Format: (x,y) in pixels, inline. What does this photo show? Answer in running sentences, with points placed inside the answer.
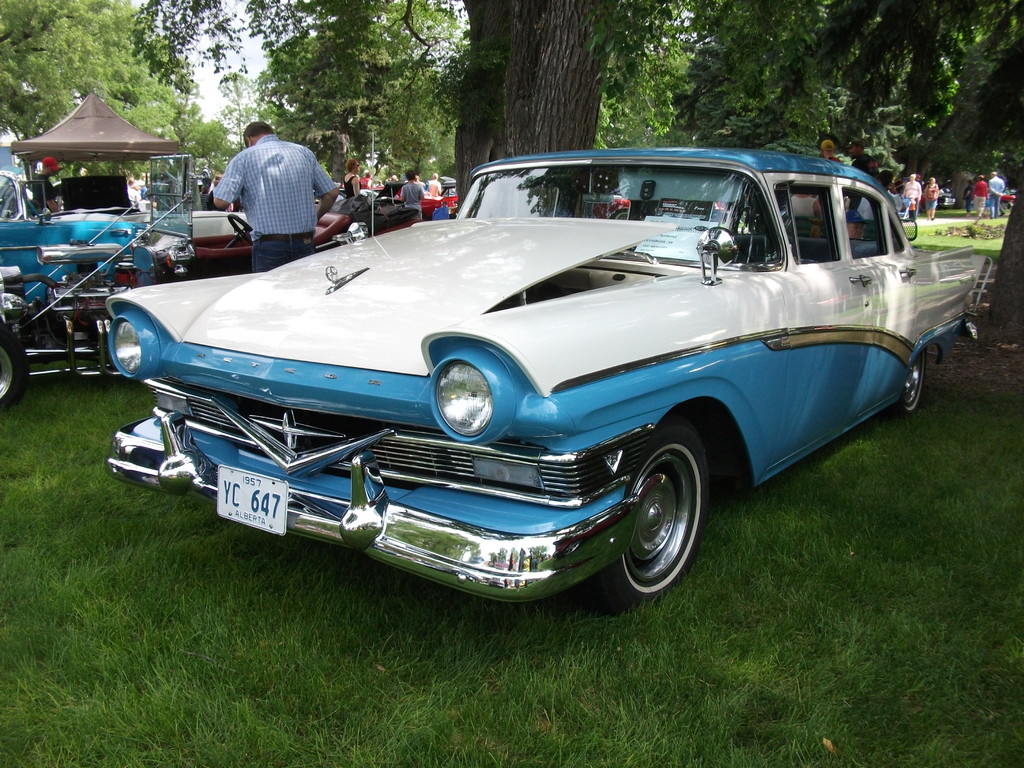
This picture shows a few cars (206,288) parked and we see few people (305,208) standing and few are walking and we see trees (738,45) and grass (62,520) on the ground (443,611). We see a car (421,302), It is white and blue in color and its bonnet (482,262) is opened.
